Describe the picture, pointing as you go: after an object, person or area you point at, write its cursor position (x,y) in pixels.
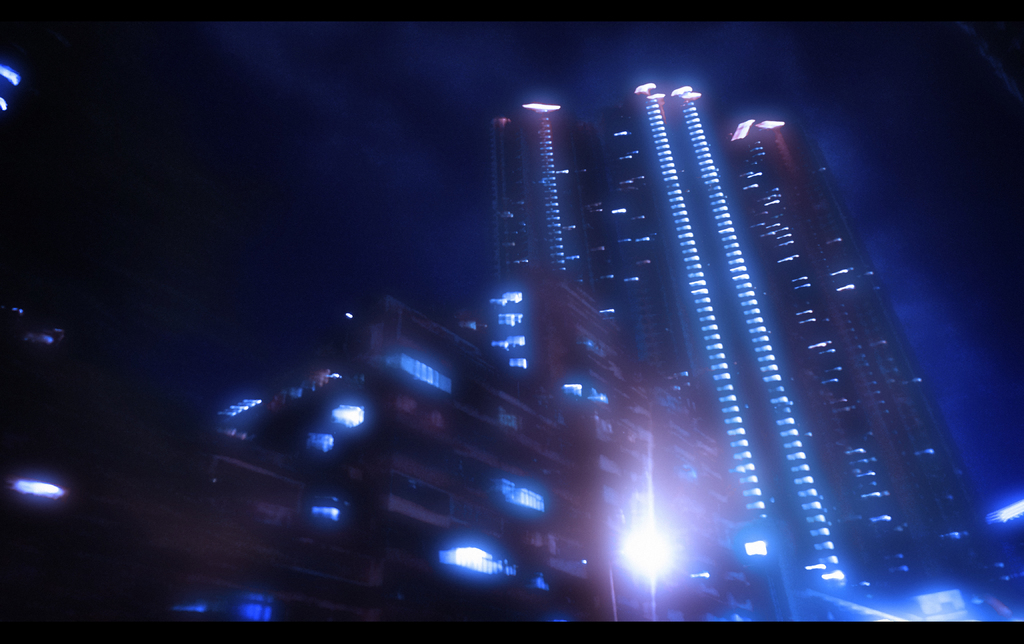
This image consists of skyscrapers (710,424) and building (226,522). There are lights (712,327) in the buildings (700,348). At the top (274,137), there is a sky (276,146).
